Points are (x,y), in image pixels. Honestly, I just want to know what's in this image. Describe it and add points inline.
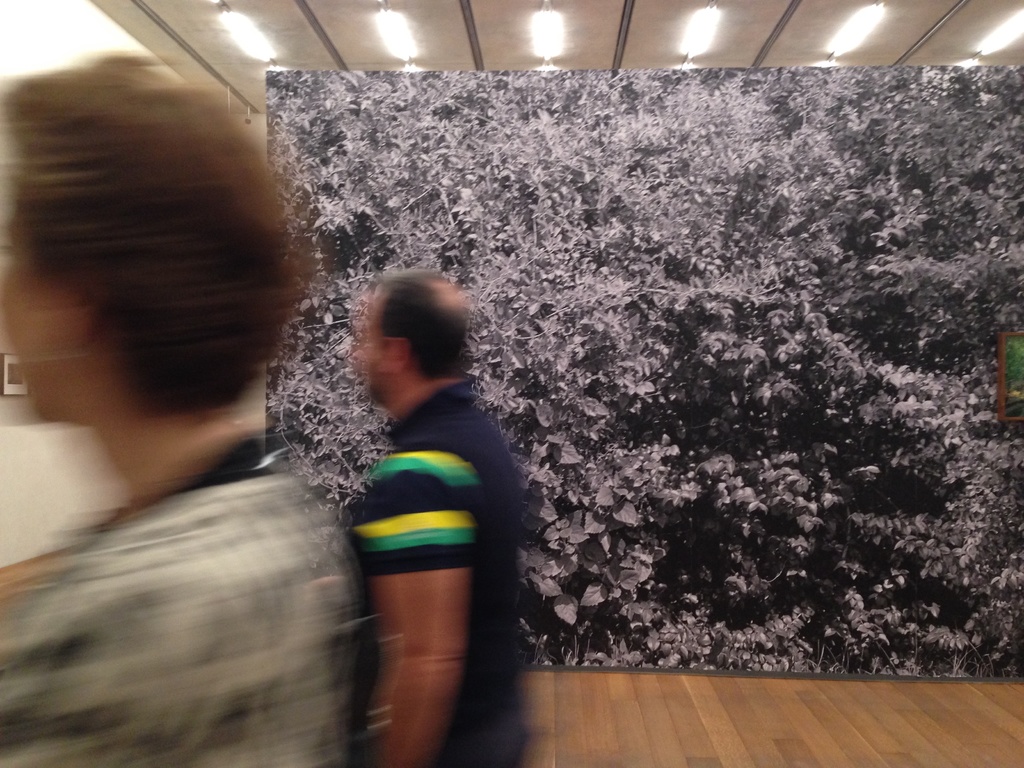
In this picture I can see 2 persons (259,327) who are blurred. In the background (318,251) I can see a picture (581,358) on which there are number of leaves (518,216). On the top of this picture (379,26) I can see the lights (546,29).
